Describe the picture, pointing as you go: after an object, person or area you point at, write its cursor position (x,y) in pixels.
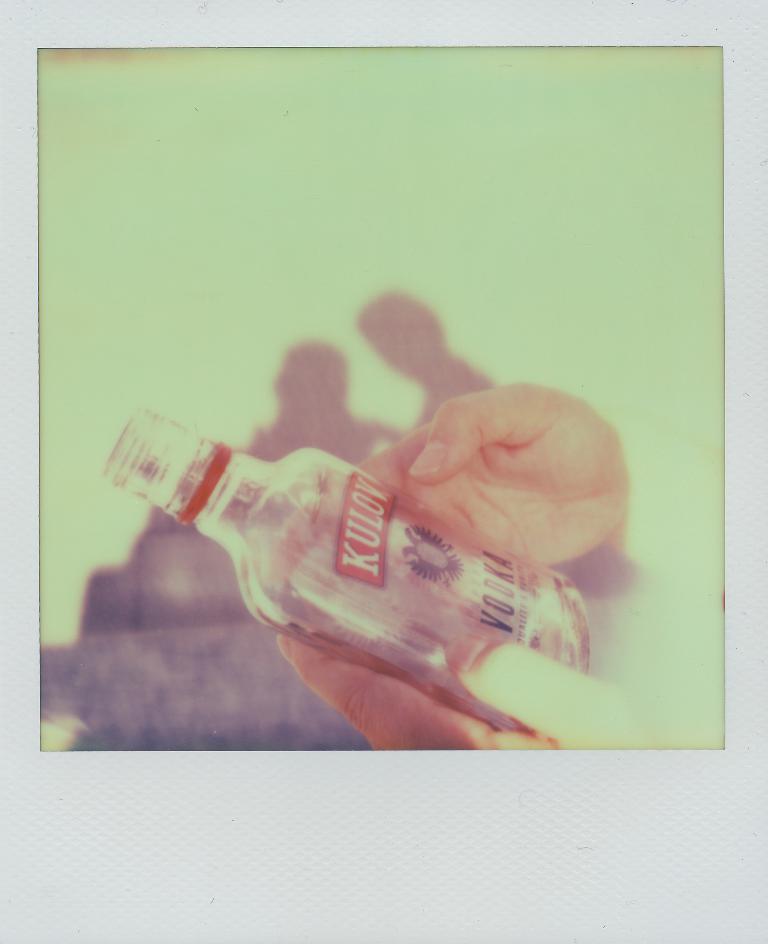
In this picture we can see a person (369,721) is holding a bottle (361,589).
